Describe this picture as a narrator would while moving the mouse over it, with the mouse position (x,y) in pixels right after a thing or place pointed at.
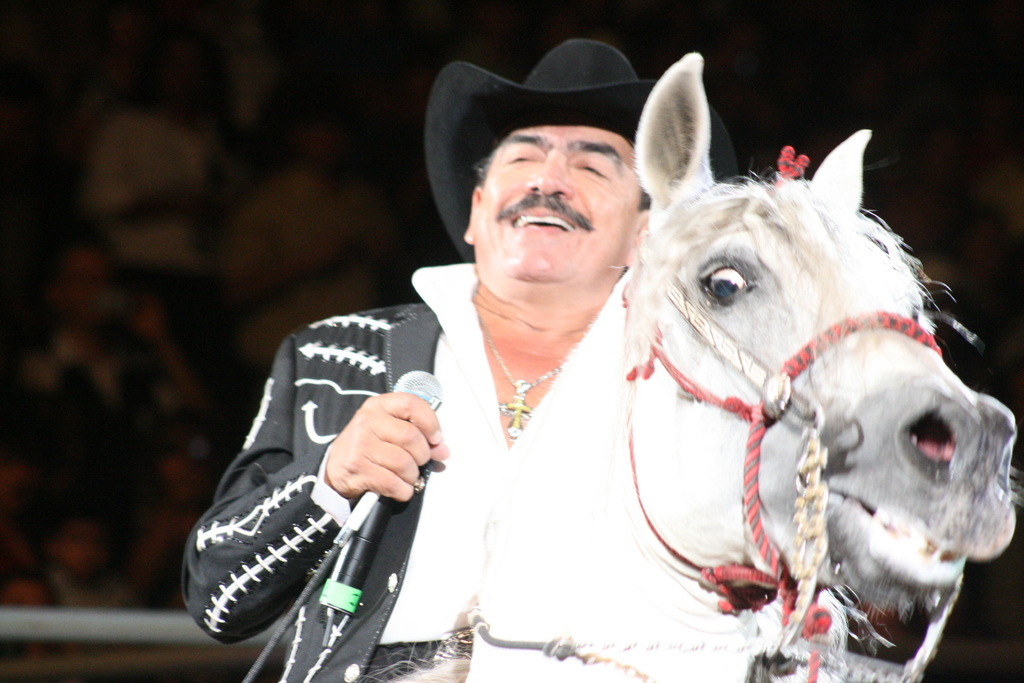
In this image i can see a man (436,523) who is sitting on a horse (534,518) and I can also see he is holding a microphone (364,500) in his hands (385,463) and smiling.
